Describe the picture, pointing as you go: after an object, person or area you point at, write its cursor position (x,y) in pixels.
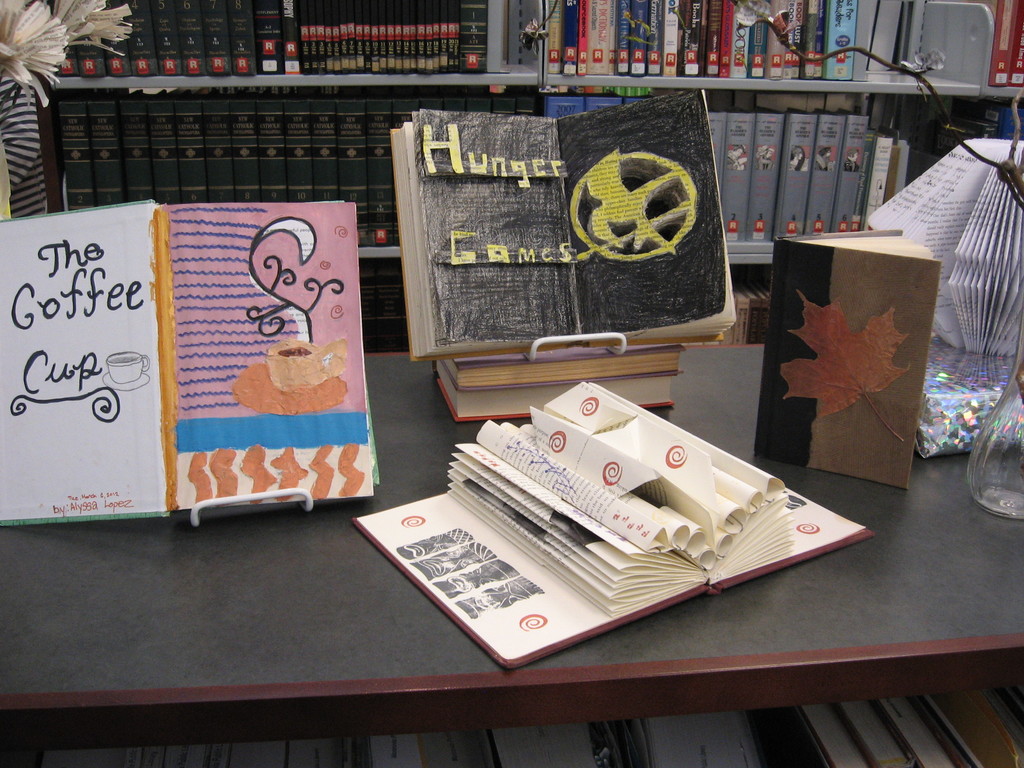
In there are some books (572,399) on table (109,568), there is a flower vase (986,433) on right side (1003,459) corner and on the background (303,117) there are racks (694,88) with full of books (307,41).
